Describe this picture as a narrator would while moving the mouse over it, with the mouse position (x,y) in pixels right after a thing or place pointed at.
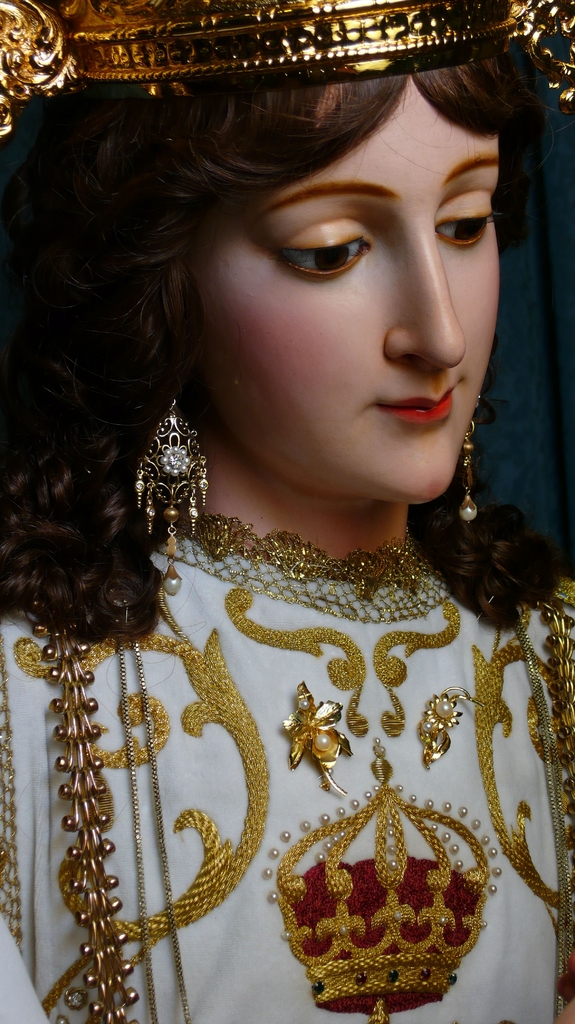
In this image there is a sculpture (235,574) of a girl (190,542). There are earrings (186,480) and a dress (227,726) on the sculpture (202,767). At the top (297,58) there is a crown (238,44) on the head (432,483) of the sculpture (440,480).
